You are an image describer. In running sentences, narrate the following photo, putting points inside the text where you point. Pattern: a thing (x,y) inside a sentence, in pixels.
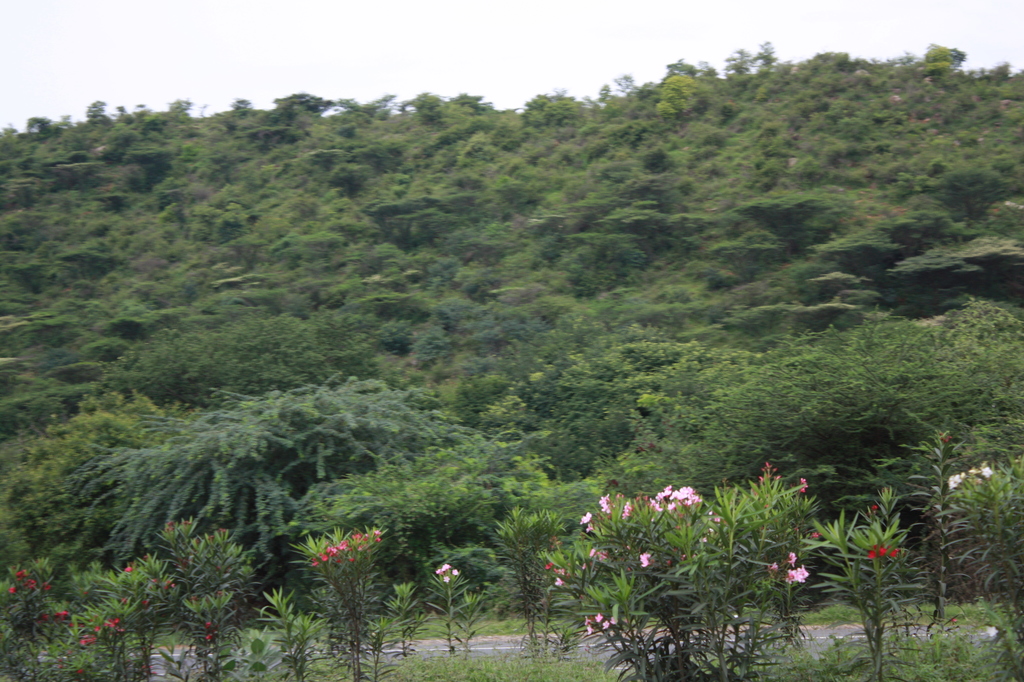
In this image I can see the plants (653,602) with the flowers (447,581). These flowers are in pink and red color. In the background (434,338) there are many trees (361,231) and the white sky (364,48).
